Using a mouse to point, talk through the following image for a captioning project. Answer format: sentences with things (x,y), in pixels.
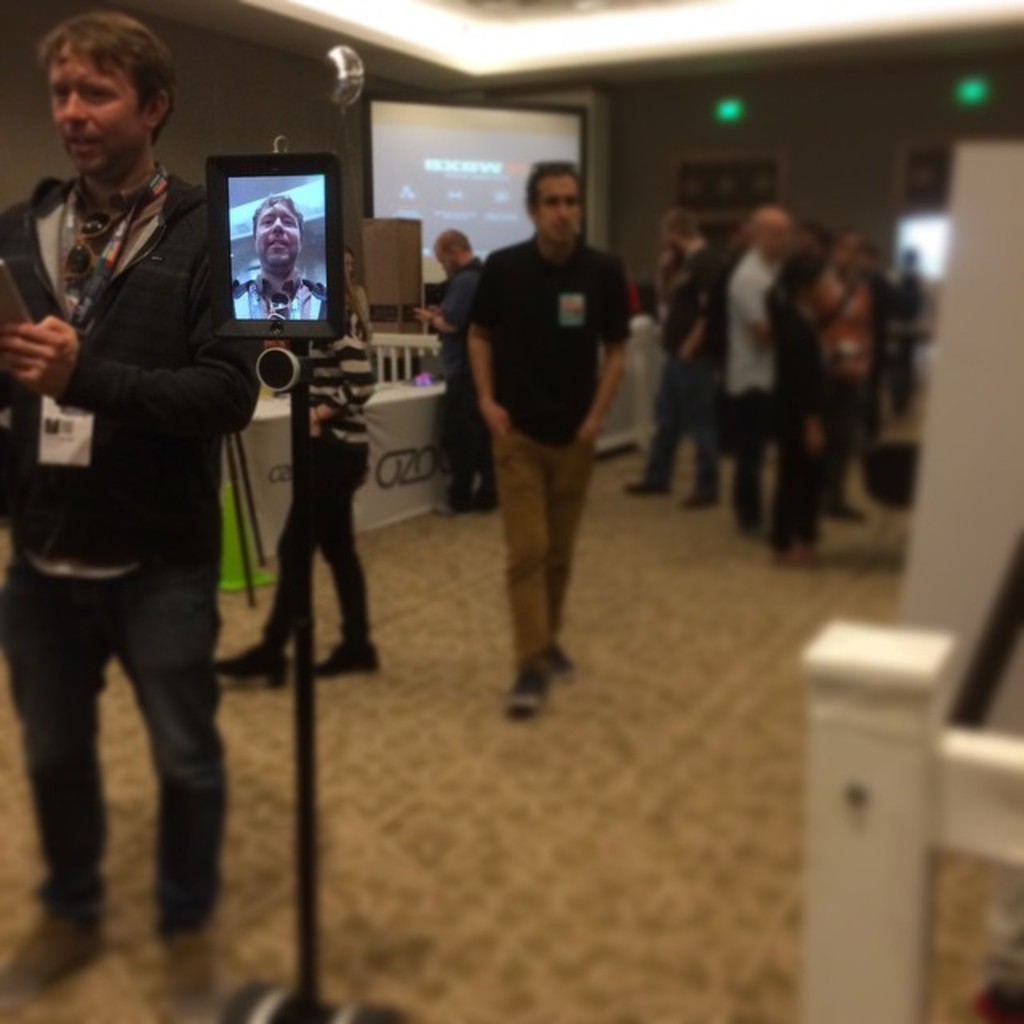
There are groups of people (595,320) standing. This looks like a web cam (287,360) and a tablet (254,164), which are attached to the pole (308,697). Here is the screen (435,156). This looks like a table (411,455), which is covered with a cloth (386,442). Here is the frame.
